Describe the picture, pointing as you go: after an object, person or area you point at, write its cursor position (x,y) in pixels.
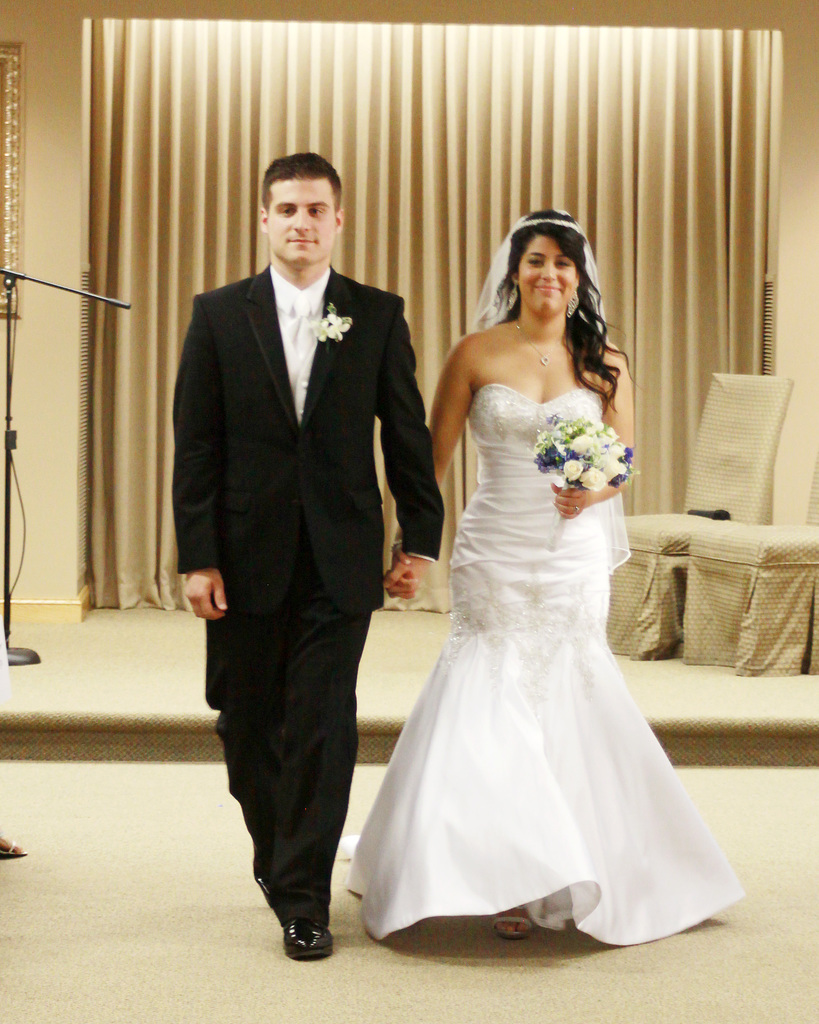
In the center of the image (293,354) we can see a man (293,354) and a lady (537,791) walking. We can see a bouquet (591,478) in her hand (578,501). In the background (450,204) there is a curtain (370,173). On the right (665,539) there are chairs (714,573). On the left (5,583) there is a stand (6,594).
